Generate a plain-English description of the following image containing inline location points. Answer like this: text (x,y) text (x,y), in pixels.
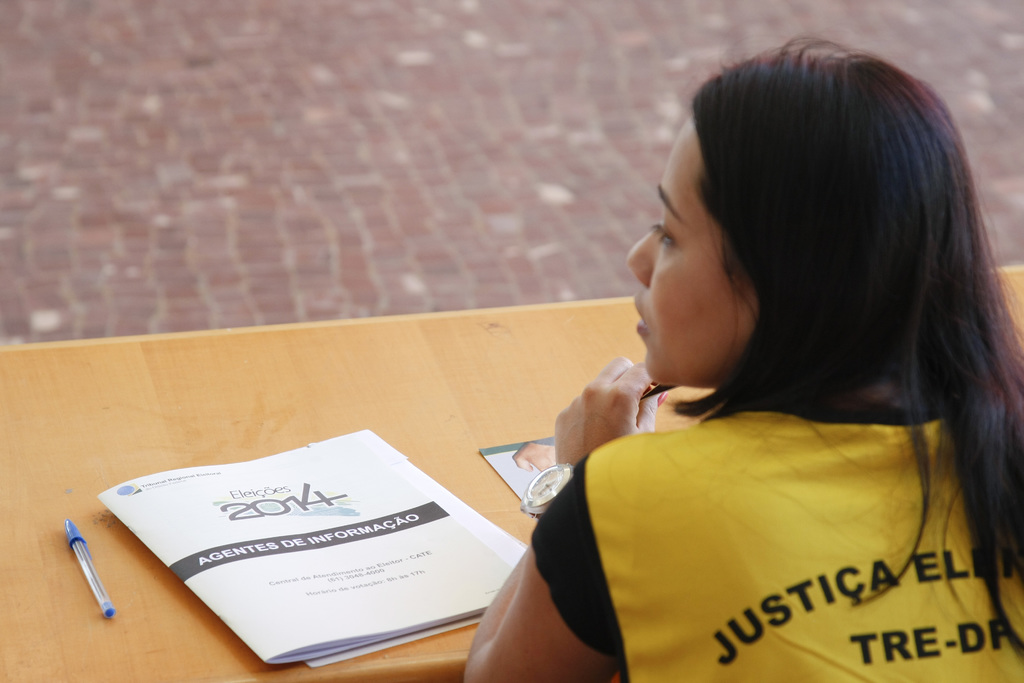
In this picture we can see a girl (724,516) in front of a table (443,477), we can see a pen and a book (439,551) present on the table (44,560).
